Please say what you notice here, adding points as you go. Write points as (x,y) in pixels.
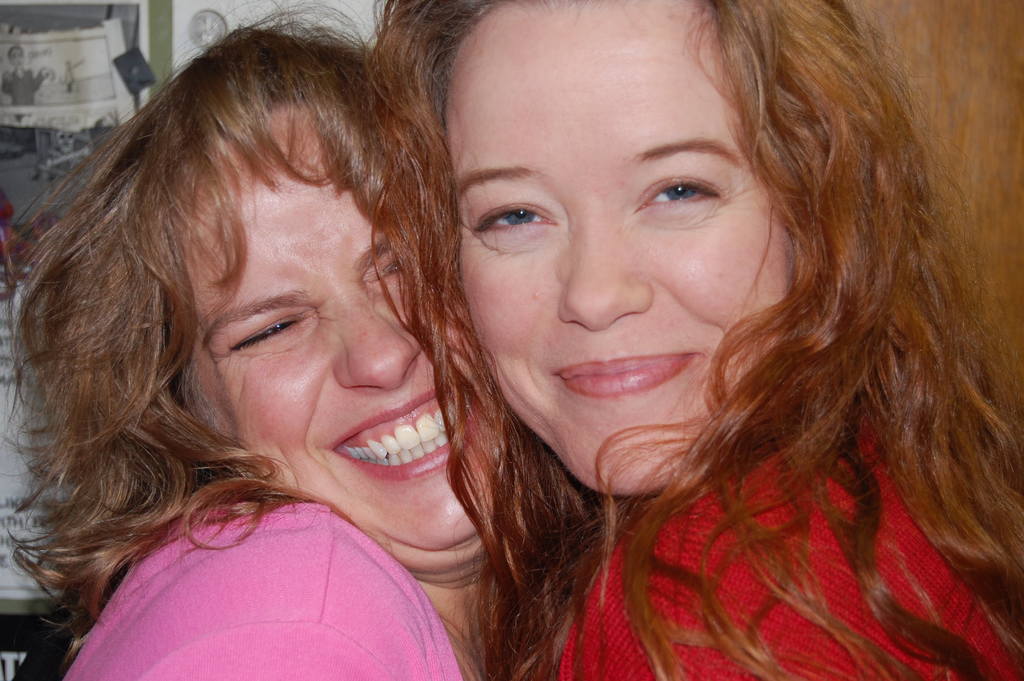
Here we can see two women (368,285) are smiling. In the background (95,107) there is a door (944,79) on the right side (904,49) and there are papers (39,185) on the wall (95,128).
